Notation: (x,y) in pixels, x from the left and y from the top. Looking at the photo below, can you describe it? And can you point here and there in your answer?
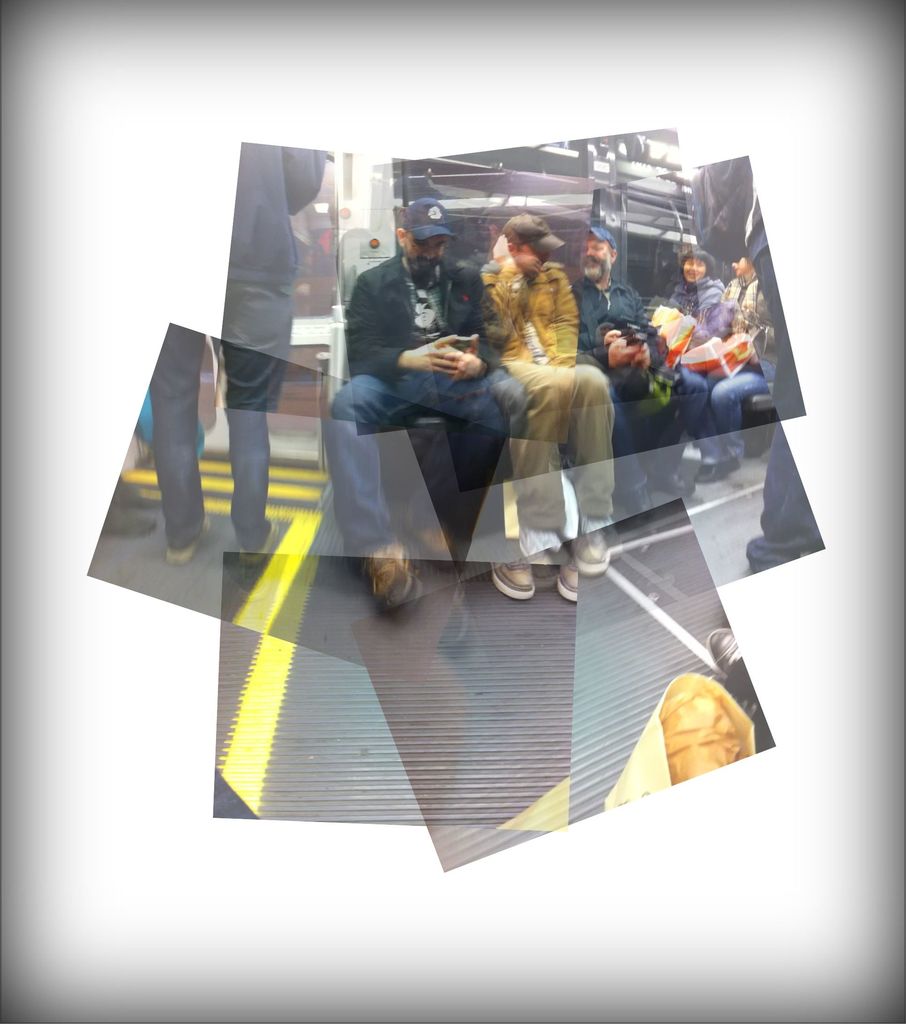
This is a edited image. In the center of the image (598,421) there are people (388,542).
